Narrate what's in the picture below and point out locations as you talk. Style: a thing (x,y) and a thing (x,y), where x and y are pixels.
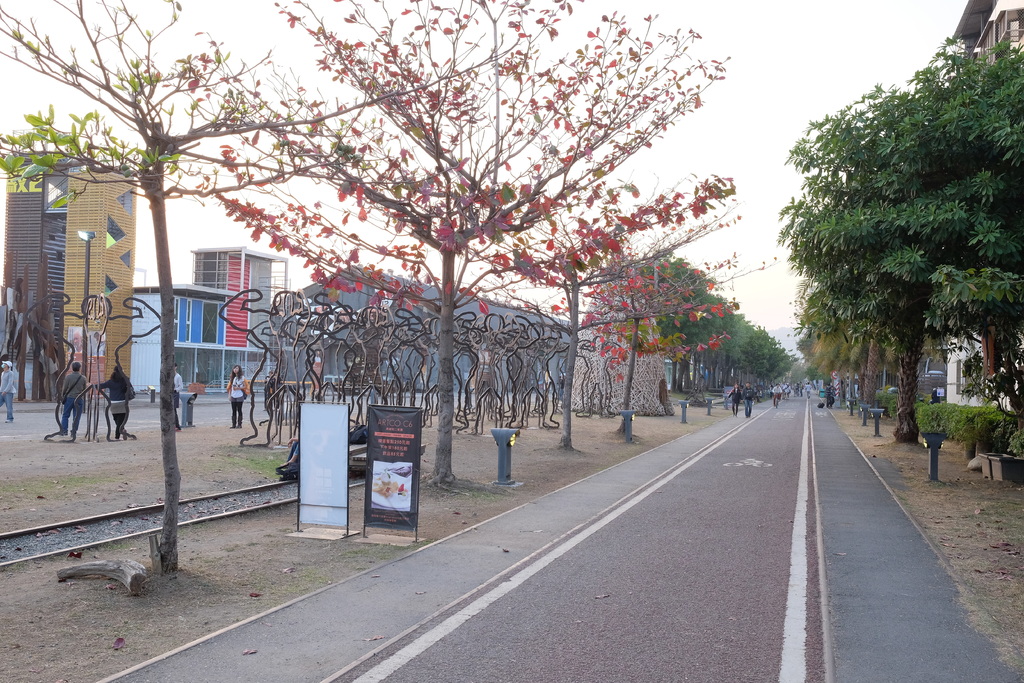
In the center of the image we can see a few people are standing and few people (120,426) are holding some objects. And we can see human type structures (407,386), poles (187,395), banners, one track (84,542), plants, road (757,514) and a few other objects (1010,472). In the background (534,234), we can see the sky (560,133), clouds (362,122), trees (430,150), buildings (62,214), poles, few people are standing and a few other objects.
